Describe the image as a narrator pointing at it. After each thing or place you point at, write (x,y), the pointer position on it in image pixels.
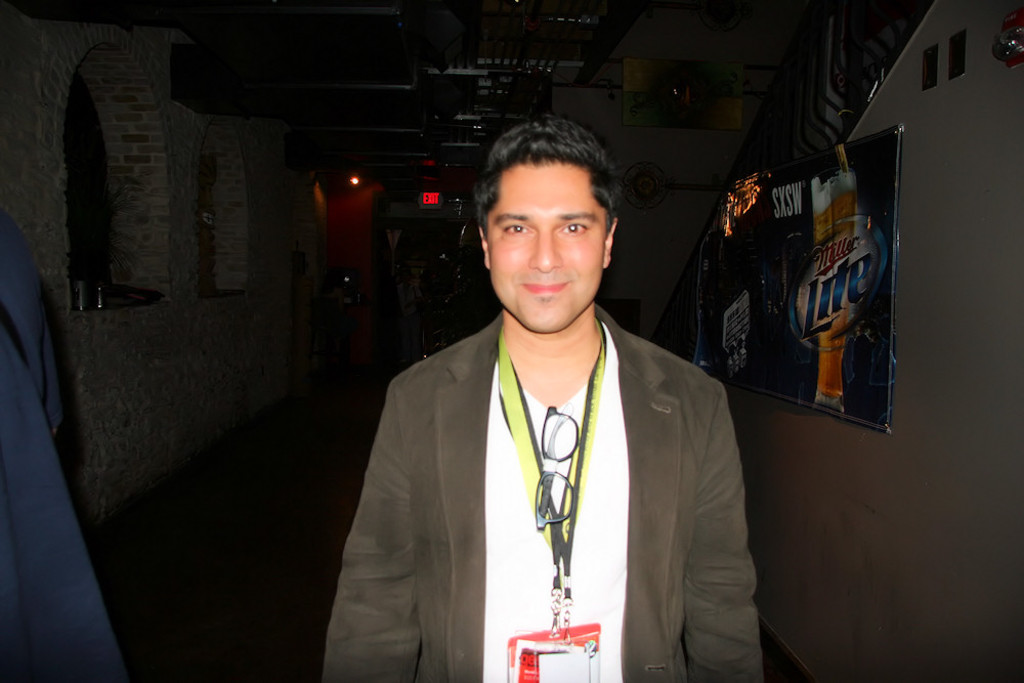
This is the man (541,509) standing and smiling. He wore a suit (453,507), T-shirt (507,509) and tags (561,641). This looks like a frame (849,263), which is attached to the wall (967,216). I think this is the ceiling (418,74). On the left side of the image (43,473), that looks like a cloth (10,541). In the background (441,201), I can see an exit board (428,205), which is attached to the wall (428,213).
